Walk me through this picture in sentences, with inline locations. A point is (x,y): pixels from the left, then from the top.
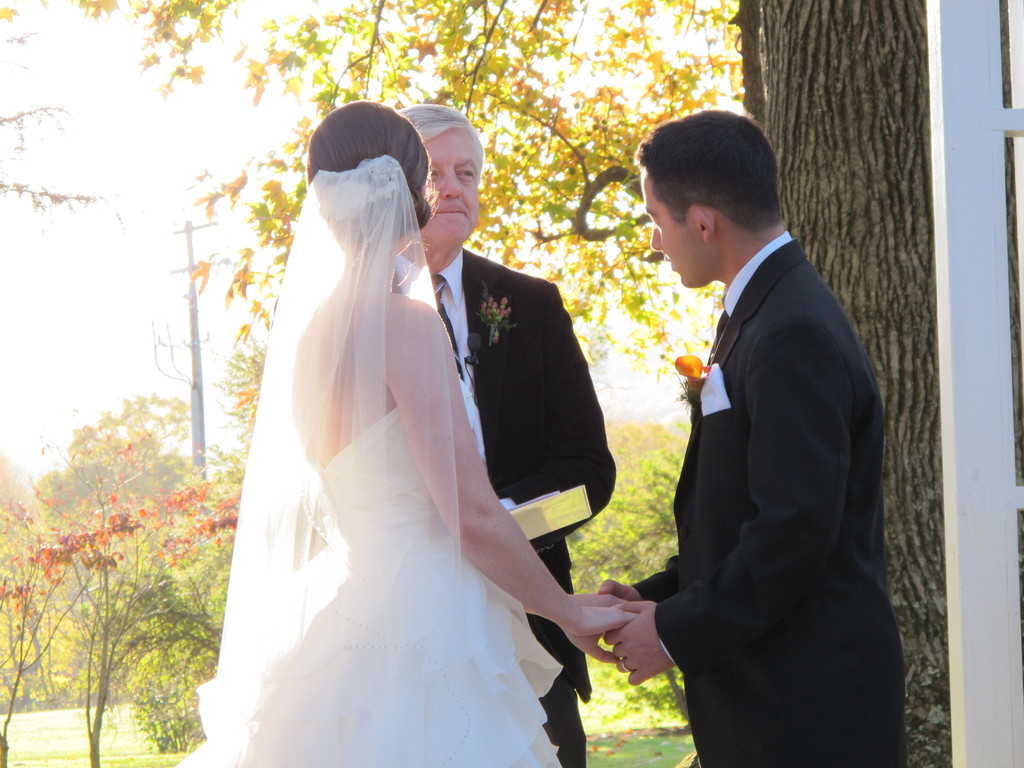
There are two men (744,505) and a woman (405,551) standing. I can see the man (683,636) and woman (511,564) holding the hands (623,621). These are the trees (579,242). This looks like a pole (196,426). I think this is a tree trunk (883,363).
